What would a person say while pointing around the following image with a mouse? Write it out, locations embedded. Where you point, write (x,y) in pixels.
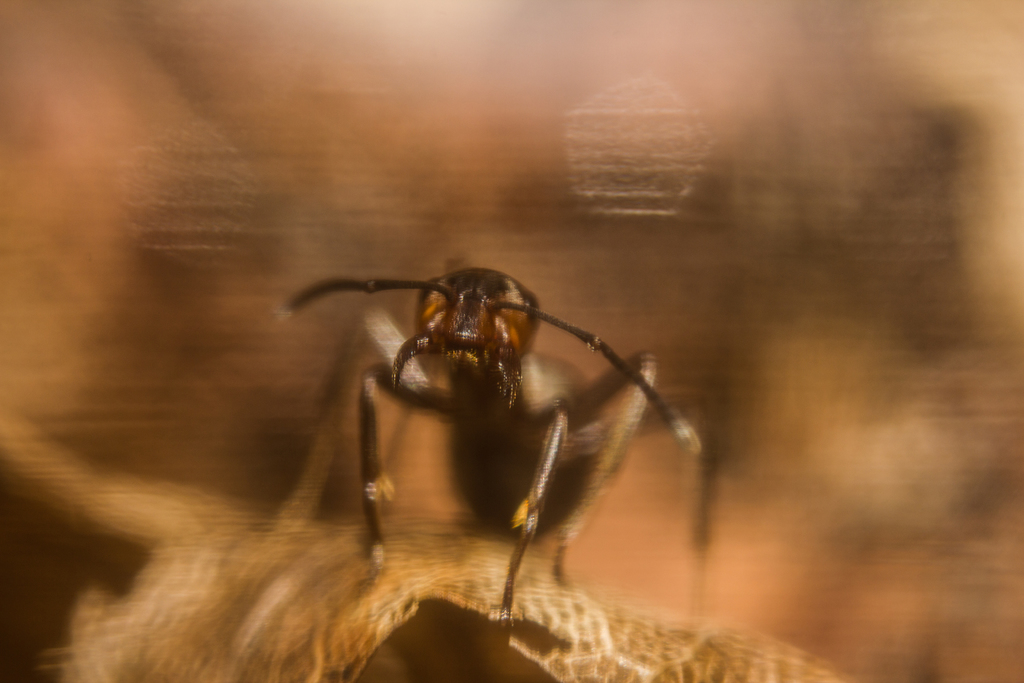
In this image I can see a black colour insect (493,481) in the front (487,458). I can also see this image is little bit blurry.
